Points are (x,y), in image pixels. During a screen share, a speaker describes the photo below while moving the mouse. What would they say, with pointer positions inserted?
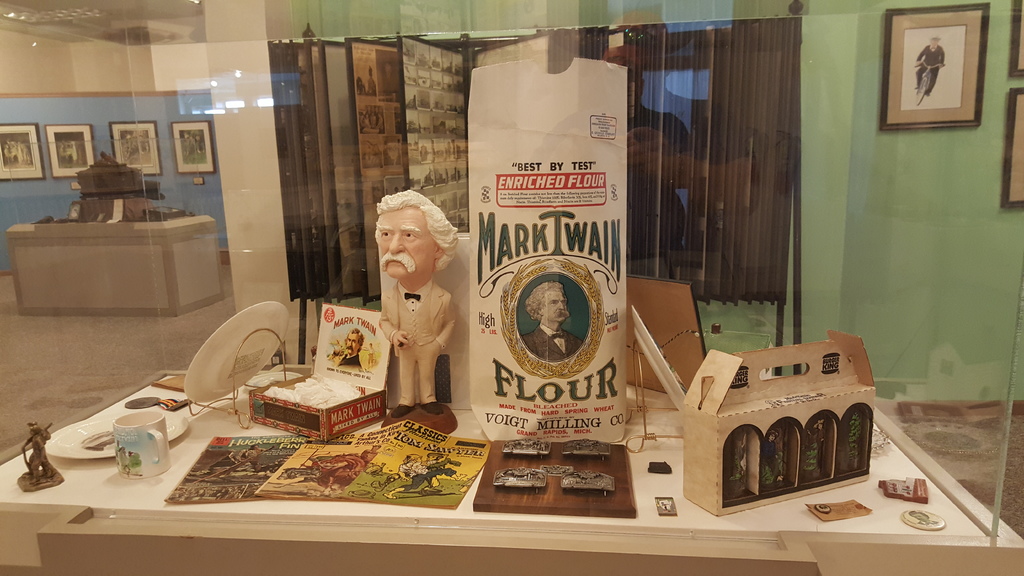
In this image I can see a cream colored surface (140,481) and on the surface (163,478) I can see few books (232,478), a cup (127,432), few plates (252,321), a toy (442,348) which is in the shape of a person, a cardboard box (772,414), a badge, a box (348,432) with few tissues (318,403) in it and few other objects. In the background (108,80) I can see the wall (133,95), few photo frames (194,128) attached to the wall (108,131) and the curtain (736,140).
